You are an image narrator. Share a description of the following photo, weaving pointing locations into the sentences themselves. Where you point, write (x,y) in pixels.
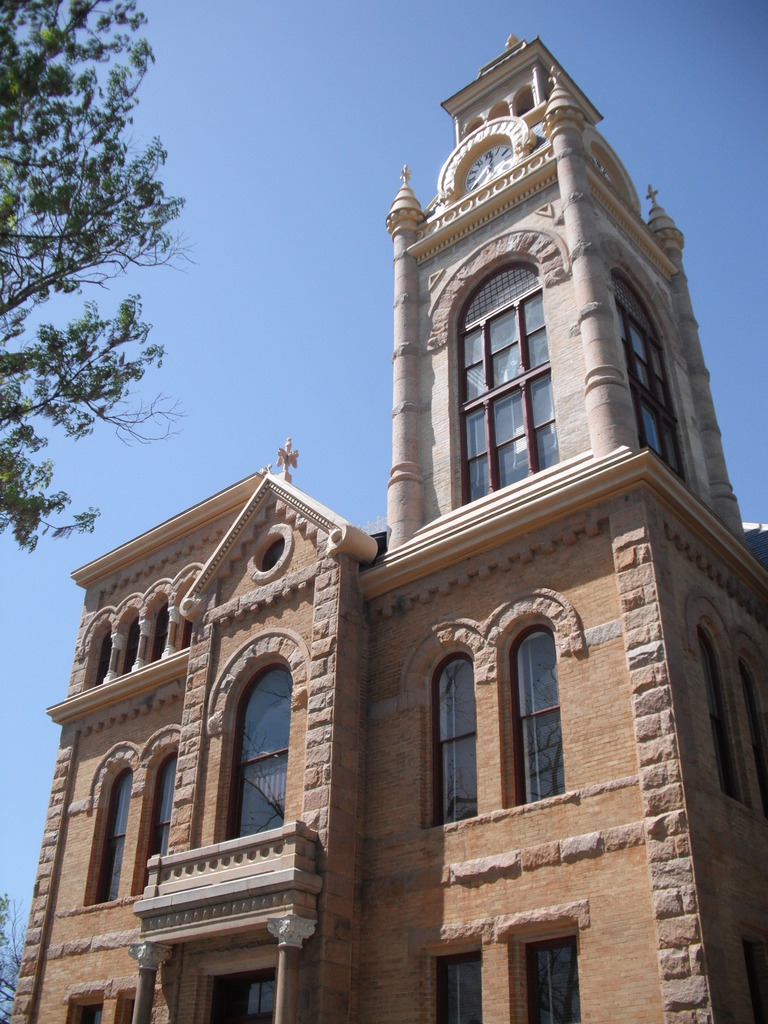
In this image we can see a building (407,505) with a clock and windows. We can also see some trees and the sky (198,411) which looks clear.
